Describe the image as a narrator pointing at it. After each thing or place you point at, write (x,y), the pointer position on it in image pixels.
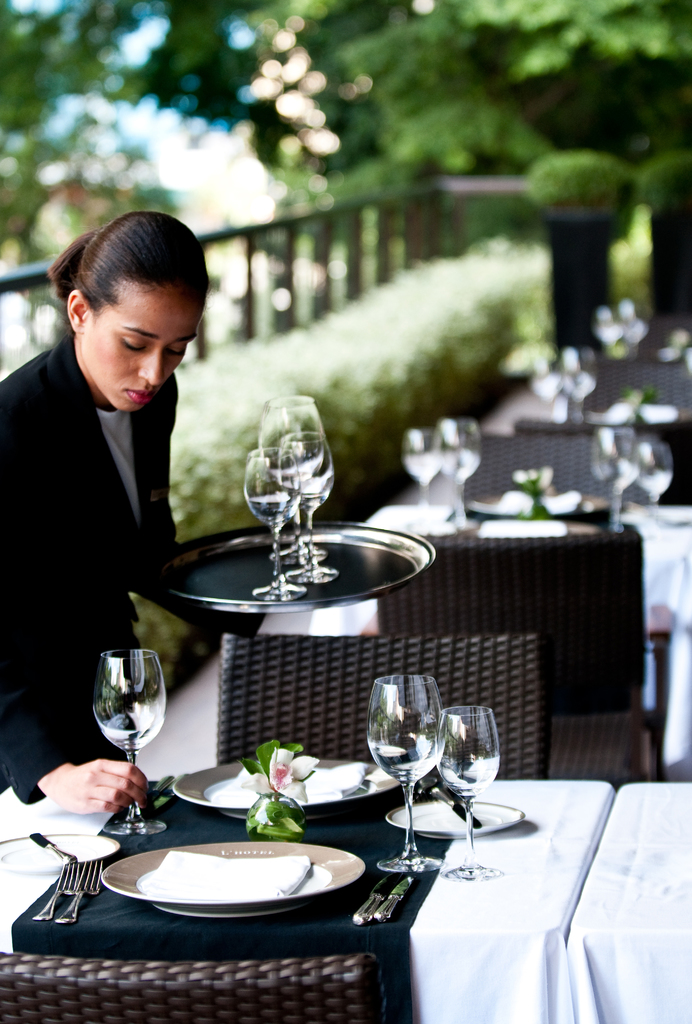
This image is clicked outside. It looks like a restaurant (546,407). There are trees (418,105) on the top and bushes (406,376) in the middle (359,416). On the tables (120,919) there are plates (135,872), forks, knives (52,847), glasses (129,816), chairs (423,622) near the tables (564,858). There is a woman (135,313) who is placing glasses (463,746) on the table (432,944).
